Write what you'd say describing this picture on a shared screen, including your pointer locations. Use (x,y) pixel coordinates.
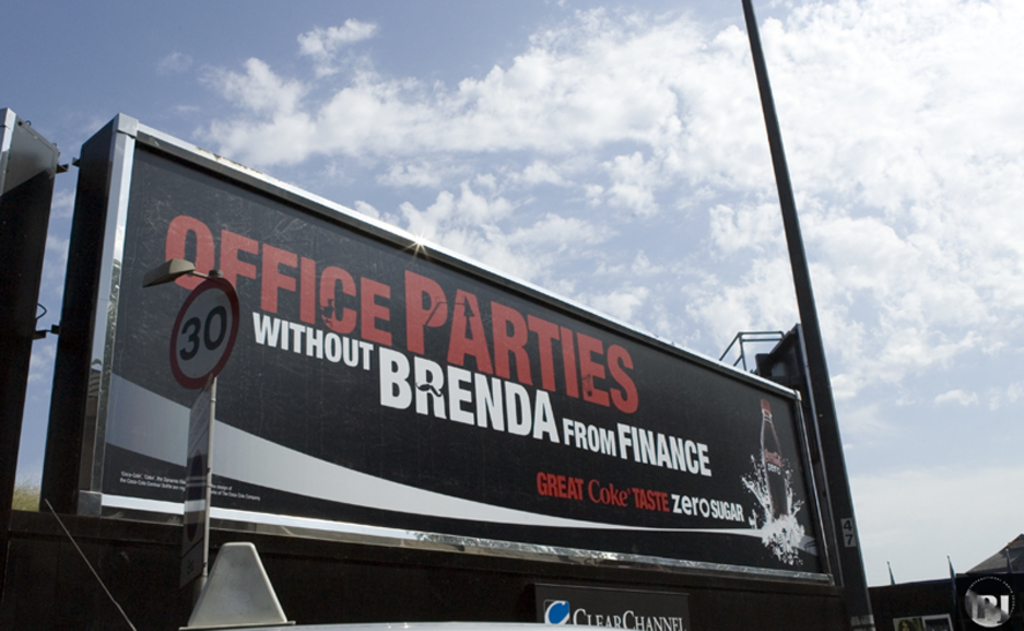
In this image there is a speed limit board (190,322) with a lamp (170,276), behind the board (187,320) there are billboards (538,432), beside the board (202,361) there is a pole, at the top of the image (653,96) there are clouds (762,230) in the sky (897,555).
